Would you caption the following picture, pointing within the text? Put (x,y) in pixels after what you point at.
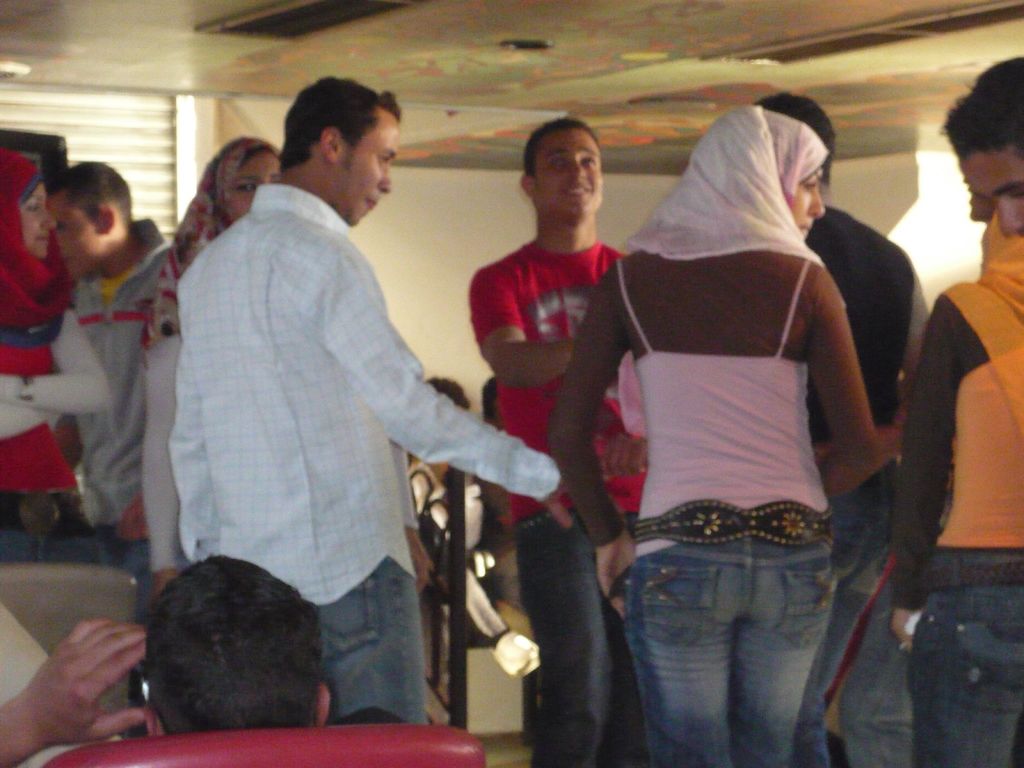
In the picture I can see a person (277,706) is sitting on the red color chair (317,730) and is on the left side of the image (260,692) and we can see a few more people (710,446) standing on the floor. In the background (381,270), I can see the wall (385,245) and ceiling (731,63).
